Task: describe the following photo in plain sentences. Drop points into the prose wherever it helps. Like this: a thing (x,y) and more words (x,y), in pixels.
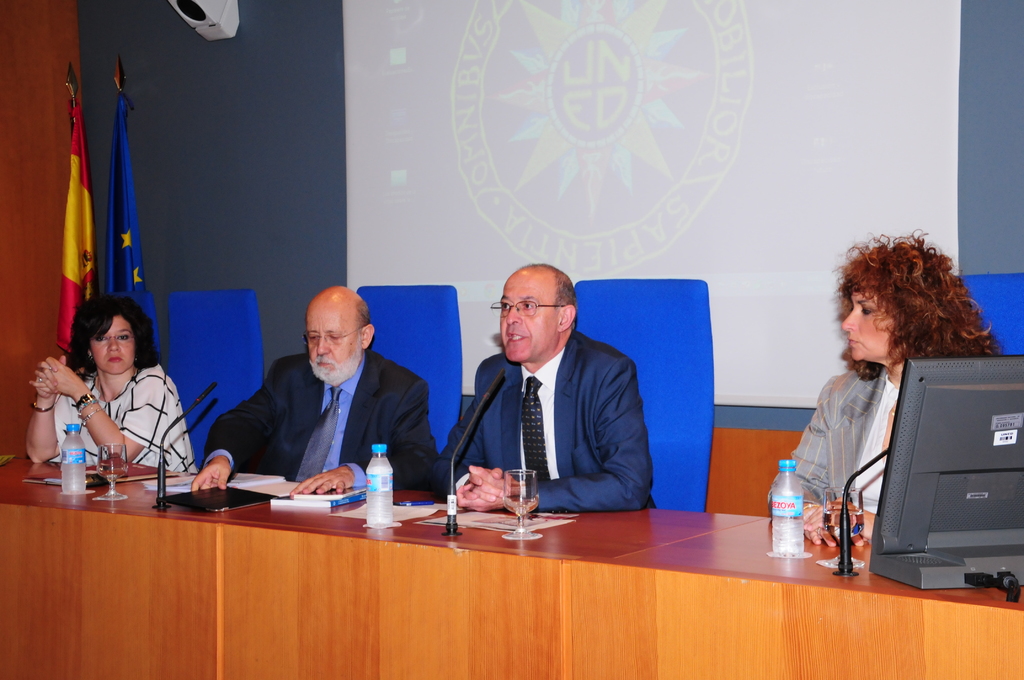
This picture consisting of four members (508,462) who are sitting on the chairs (693,348) which are blue in colour. In the background (698,135) we can see a projector screen (634,161), beside to it there are two flags (118,249). On the right of the picture (860,385) we can see a woman (867,424) sitting and looking to the other person (593,419) who is sitting beside to her and this person (564,415) is giving a speech. This is a glass (521,505) and there are three water bottles (783,517) on the table (743,522). The other man (343,413) wearing a blazer (386,423), he has a folder (238,494) and there are two books (328,501). on the left side of the picture (136,387) there is a woman (144,400) wearing a dress (152,408), we can see black stripes (158,415) on her dress (154,416). she is wearing a watch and a bracelet (87,405).
